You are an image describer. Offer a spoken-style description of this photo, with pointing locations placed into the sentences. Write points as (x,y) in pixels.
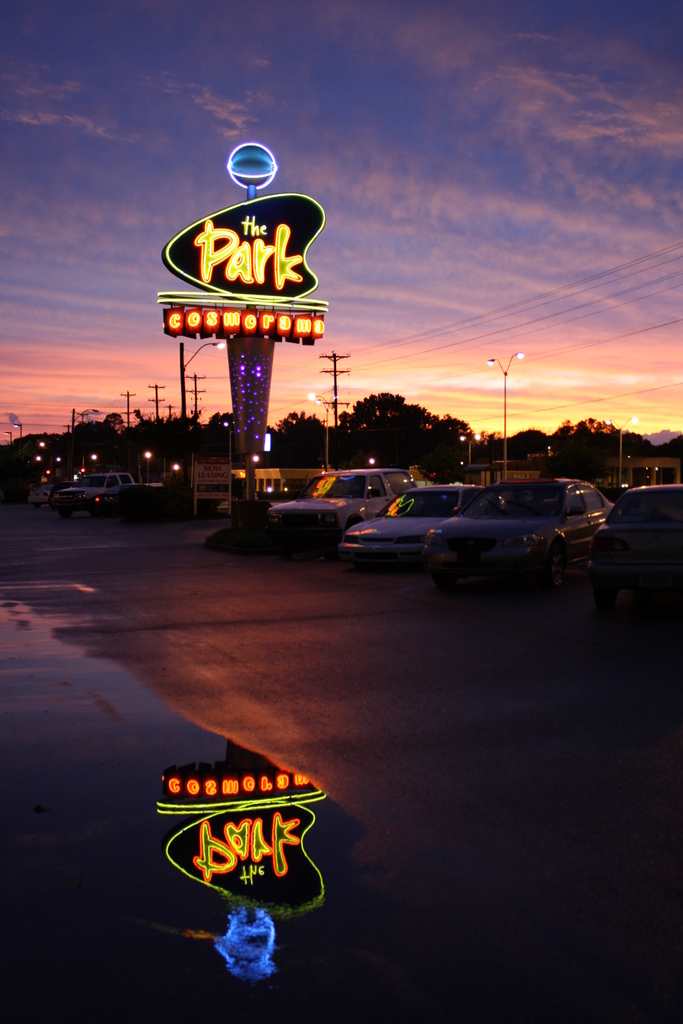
In this image I can see on the left side (146,749) there is the water (212,824) on the road (631,801). In the middle (337,476) there is a board (277,275) with the lights (290,266) and there are cars (455,527) parked on the road (6,510). At the top (506,130) there is the sky (455,121).
